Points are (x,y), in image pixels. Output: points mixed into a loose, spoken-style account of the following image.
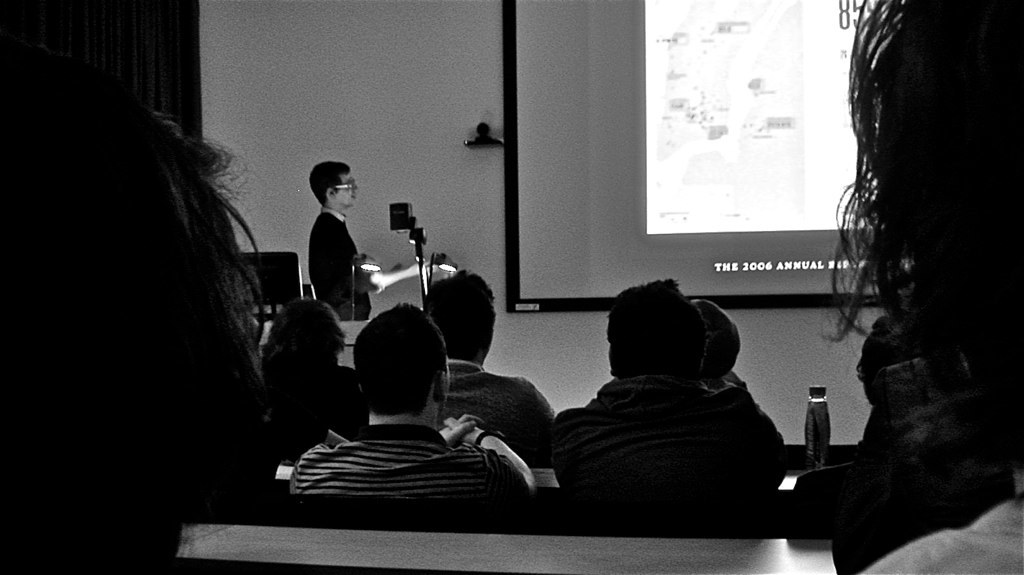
This is a seminar hall (487,128) with a person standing on the left side (329,195) wearing a black t-shirt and spectacles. There is a bottle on the right side of the table (799,467). There are people (873,350) sitting on bench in the foreground (610,542) and there is a presentation (588,94) At the background (601,88).
